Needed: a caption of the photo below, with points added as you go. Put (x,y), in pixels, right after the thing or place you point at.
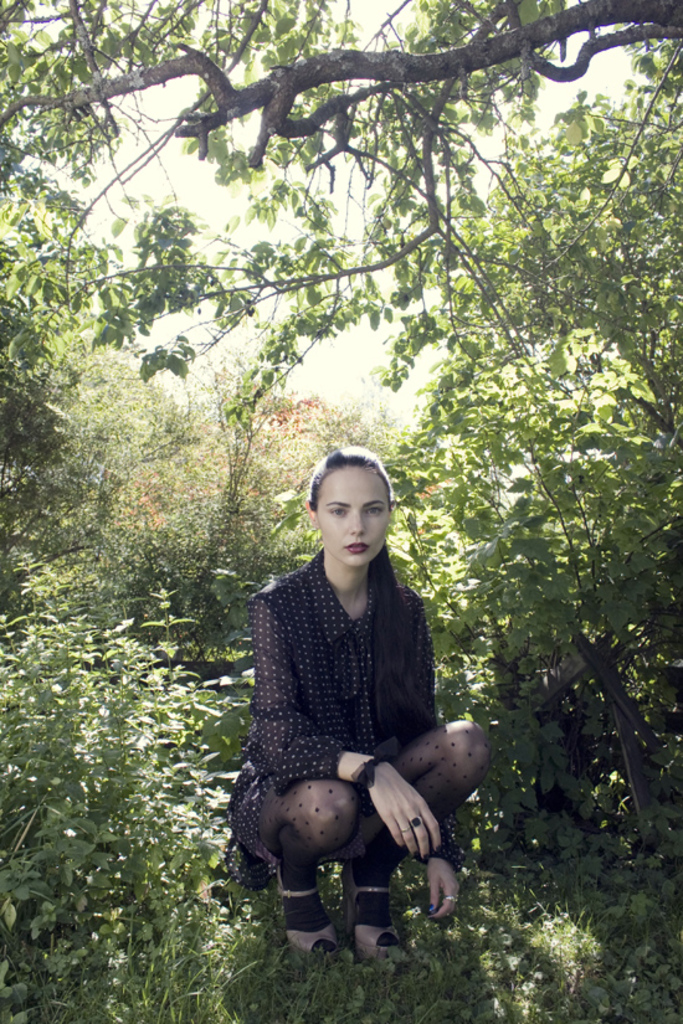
In the picture we can see a woman (433,889) sitting on the legs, she is wearing a black dress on the grass surface (461,992) in the forest area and near to it, we can see plants (631,995) and in the background (316,323) we can see trees (63,479) and sky (239,136).
